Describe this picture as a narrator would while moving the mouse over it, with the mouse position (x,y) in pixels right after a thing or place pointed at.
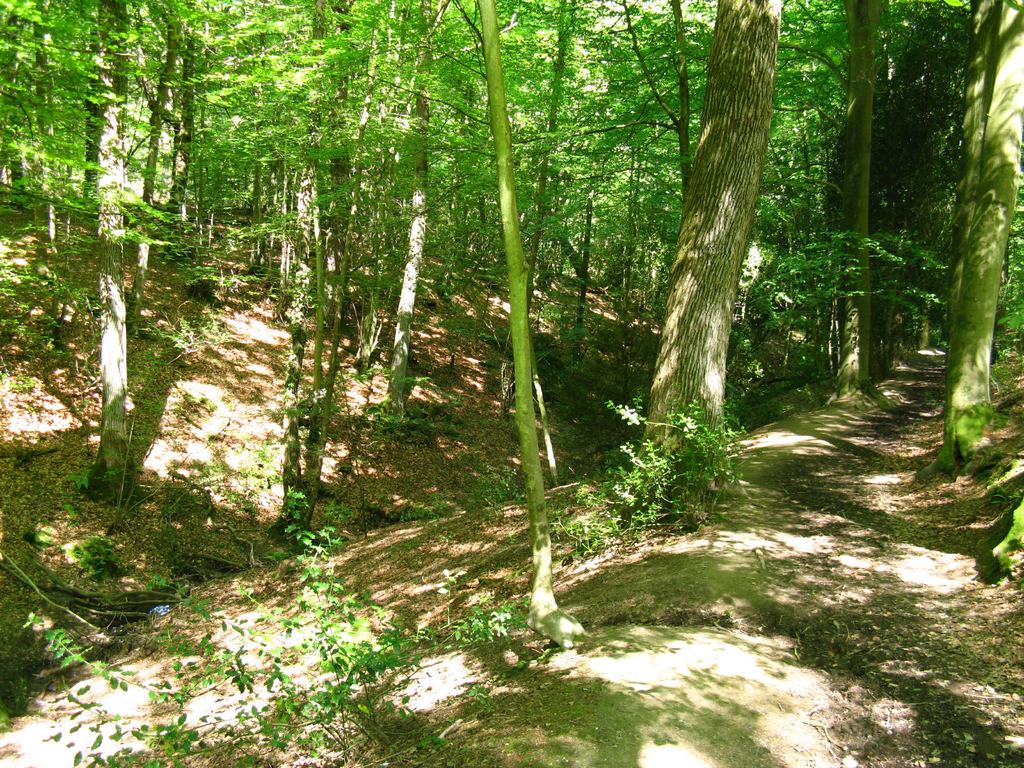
In the image there are trees (172,81) all over the land (770,598).
